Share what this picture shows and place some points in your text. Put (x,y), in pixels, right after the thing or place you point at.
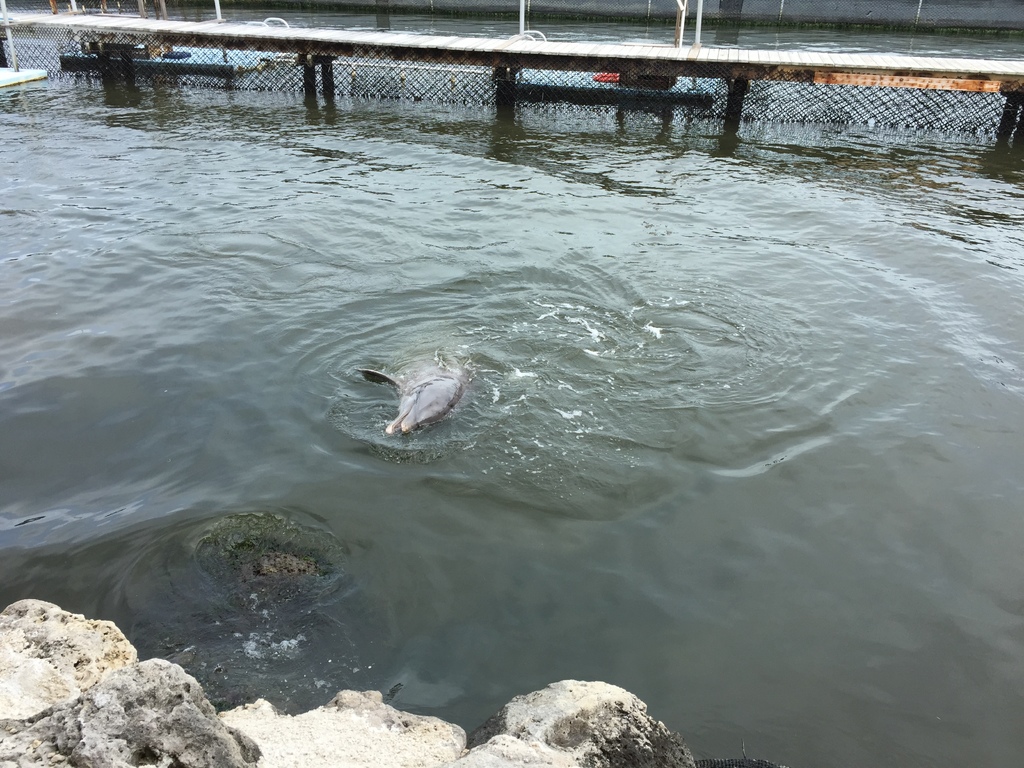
In this image we can see water (750,424). There is an animal (428,376) in the water (292,399). At the bottom (572,717) there are rocks (556,716). At the top (315,46) there is a bridge (501,49) with mesh (906,119) and pillars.
